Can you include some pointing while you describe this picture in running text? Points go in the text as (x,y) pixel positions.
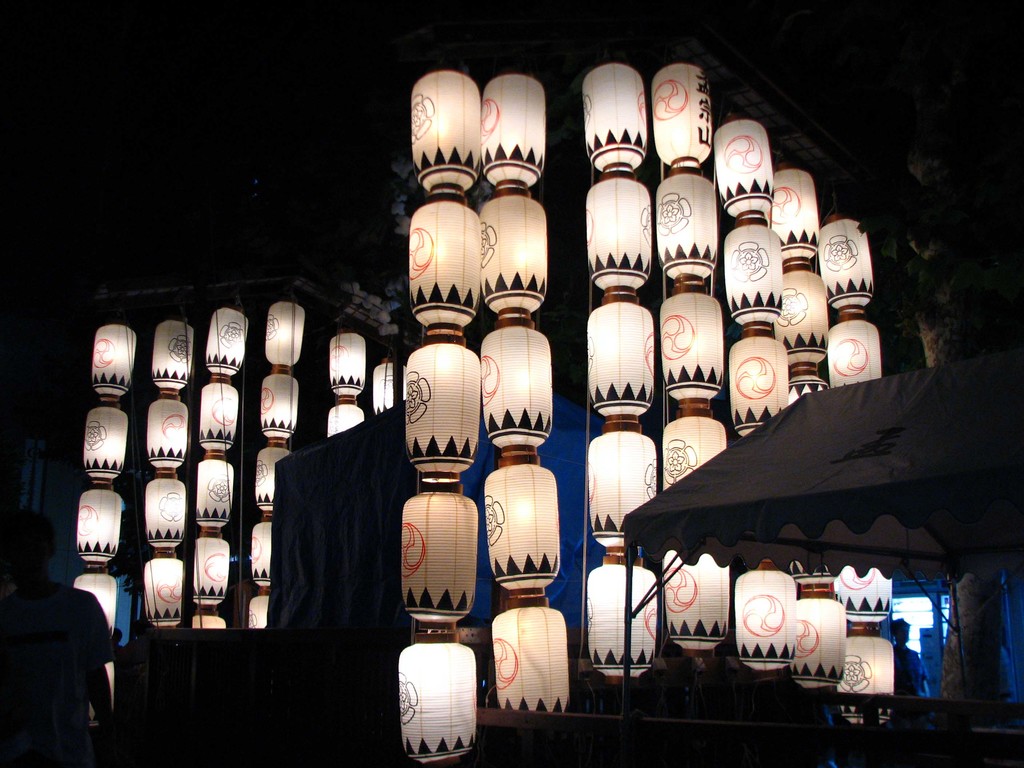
In this image in the center (461,491) there are lanterns (551,405) and on the right side (813,485) there is a tent (858,495) which is dark in colour. In the center (578,487) there is a sheet (330,523). On the left side (49,644) there is a person (43,662) standing and in the background (907,638) there is a person (910,652) and there is a window (918,625).
